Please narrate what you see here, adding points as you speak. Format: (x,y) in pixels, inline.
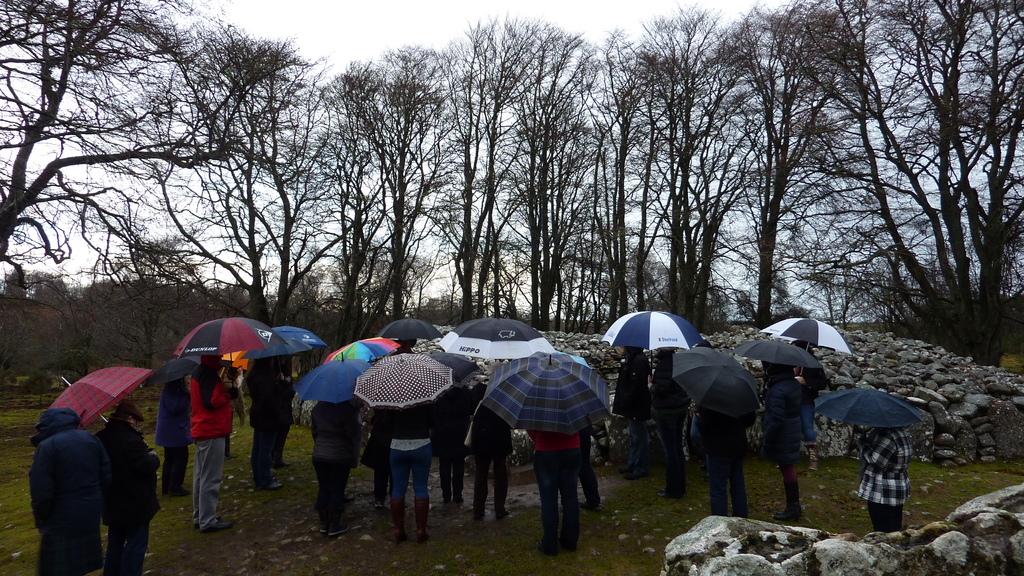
In the picture a group of people (877,468) were standing in an open area (27,432), all of them are holding umbrellas (597,390), there are many stones (913,367) around them and behind the stones (961,379) there are tall trees (946,198).
